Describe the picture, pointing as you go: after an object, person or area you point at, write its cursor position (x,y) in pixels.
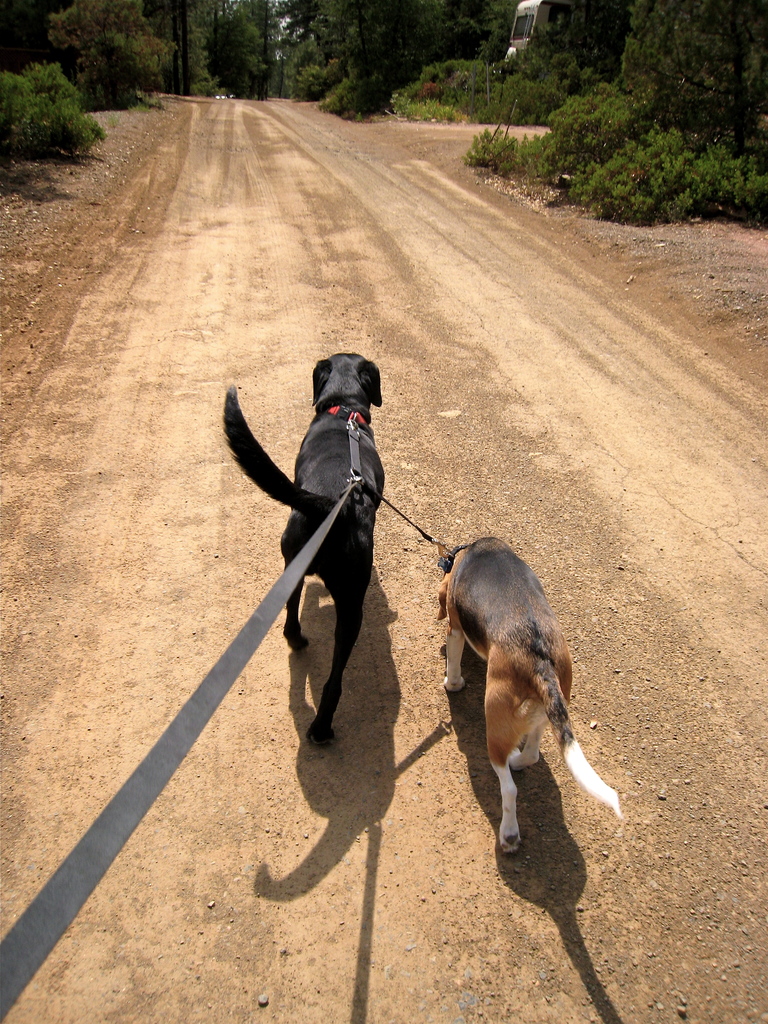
In this image there are trees (110,53) in the left corner (113,61). There are trees (492,15) and an object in the right corner (629,62). There are dogs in the foreground (608,793). There are trees (584,33) in the background (103,36). And there is mud road (724,358) at the bottom (266,948).
